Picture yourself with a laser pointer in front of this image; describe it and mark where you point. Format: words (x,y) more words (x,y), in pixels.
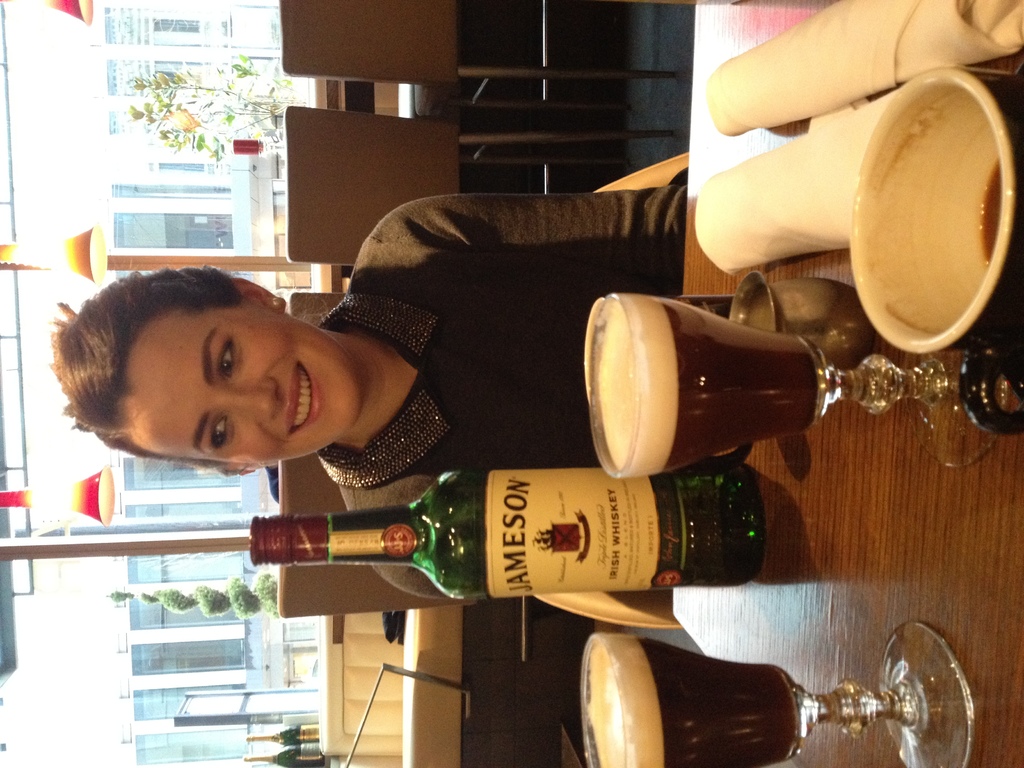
This image is rotated. In this image a lady (482,398) wearing a black dress (438,398) is smiling. In front of her there is a table (844,556). On the table (844,525) there is bottle (292,521), glass (727,385) with drink (708,333), napkins (772,228), cup (932,344). In the background (428,105) there are few other chairs (306,180). There is a glass window (169,721) in the background (49,348) through which we can see outside. On the top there are lights (78,482).
